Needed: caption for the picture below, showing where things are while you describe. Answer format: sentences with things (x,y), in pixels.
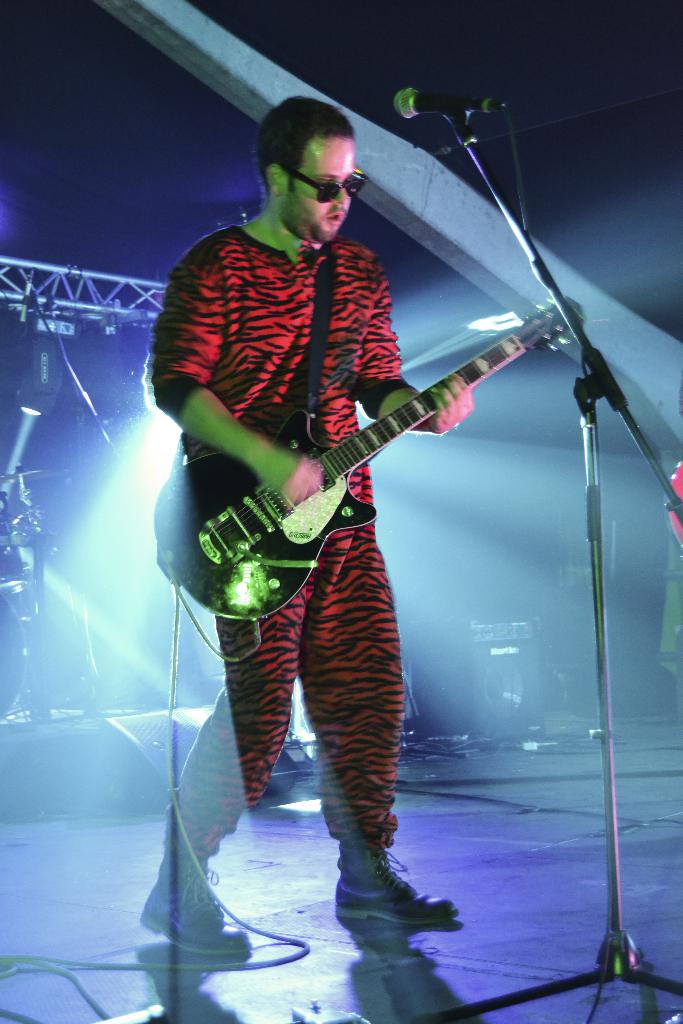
In the center (327,554) we can see one man (280,361) holding guitar (408,419). In front of him we can see microphone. And back we can see some musical instruments (23,633).
